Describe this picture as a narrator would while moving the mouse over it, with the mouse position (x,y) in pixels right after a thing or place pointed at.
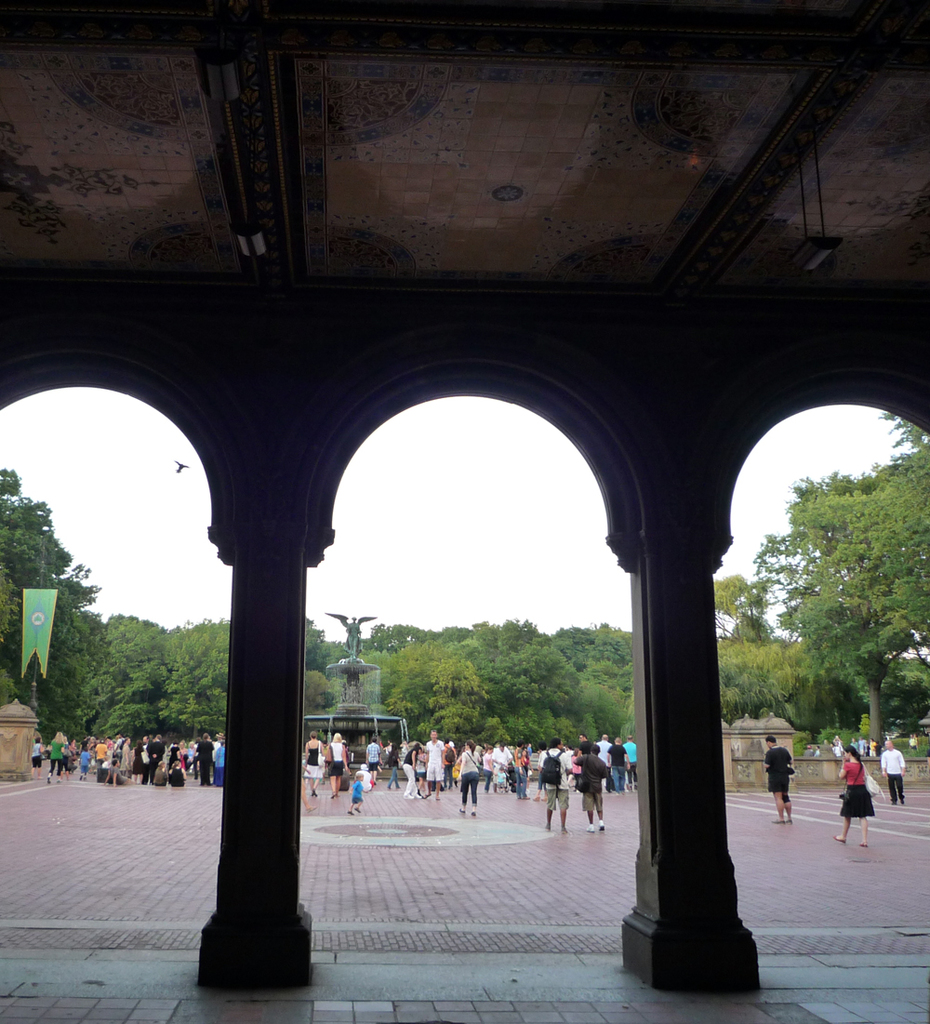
In this picture we can see a group of people (115,746) walking on the ground (584,868), pillars (685,723), trees (572,707), flag (42,610) and in the background (765,503) we can see sky (416,562).
